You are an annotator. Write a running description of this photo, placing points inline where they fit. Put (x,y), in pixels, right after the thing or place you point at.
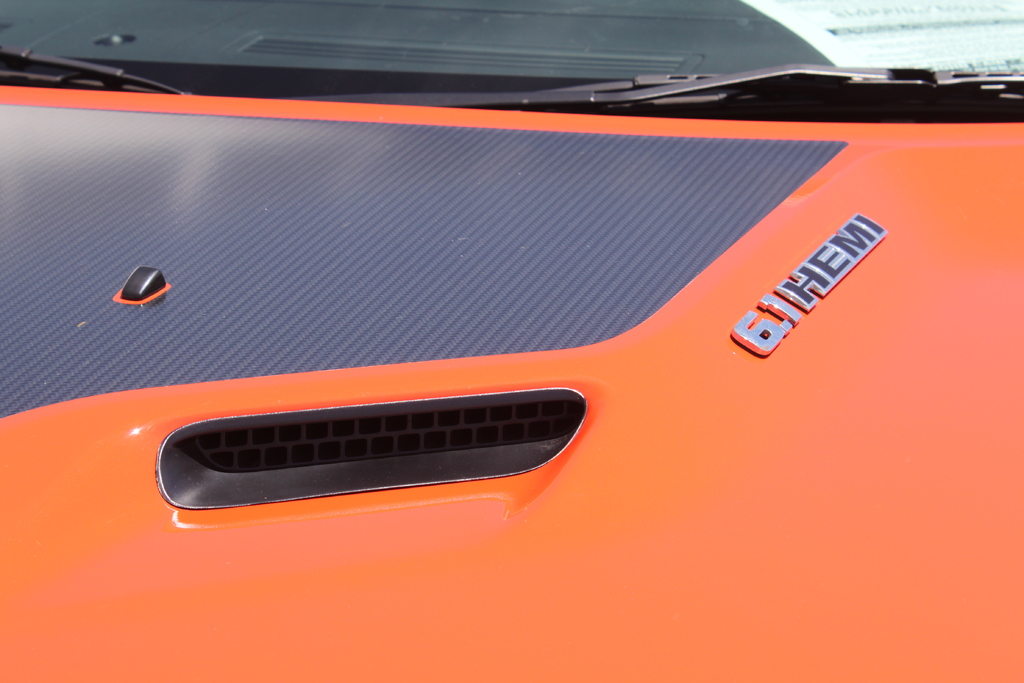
In this image I can see the vehicle (333,342) and the vehicle (648,393) is in orange color.
